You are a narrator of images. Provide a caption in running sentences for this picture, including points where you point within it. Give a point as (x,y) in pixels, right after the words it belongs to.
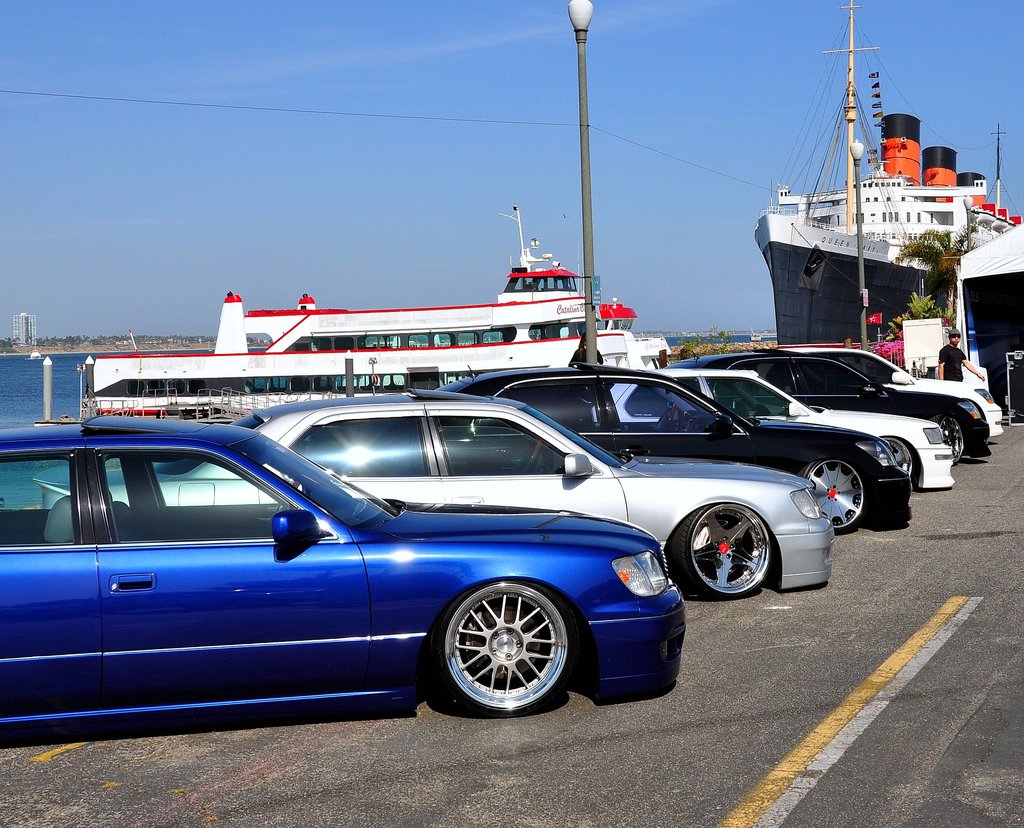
This is an outside view. Here I can see few cars (319,592) on the road (472,791) facing towards the right side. In the background (916,205), I can see two ships (903,214) on the water (23,384) and also there are two poles (583,171). On the right side (950,360), I can see a person (958,354) walking on the road (977,493) and also there is a white color shade (980,274). On the left side (32,334), I can see a building (26,332) and trees (64,340). On the top of the image (256,88) I can see the sky (270,66).
